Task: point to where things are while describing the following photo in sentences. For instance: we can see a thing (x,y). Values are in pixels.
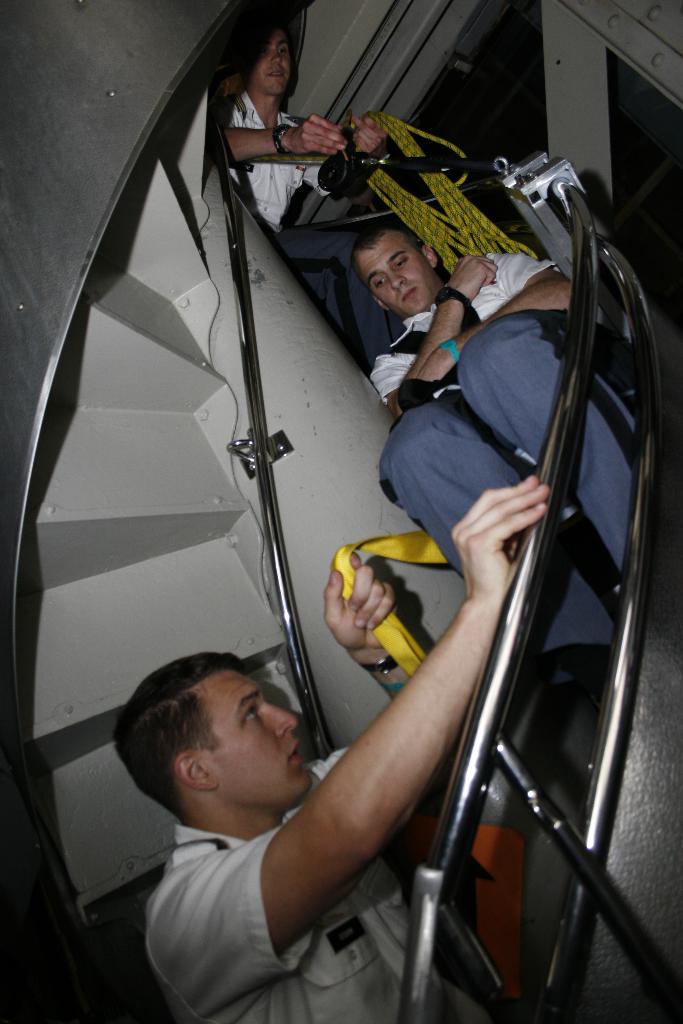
In this image, I see 3 men (126,711) and one of them is holding a rope (456,211) and I can also see railing (570,1005) of the stairs (57,488).
